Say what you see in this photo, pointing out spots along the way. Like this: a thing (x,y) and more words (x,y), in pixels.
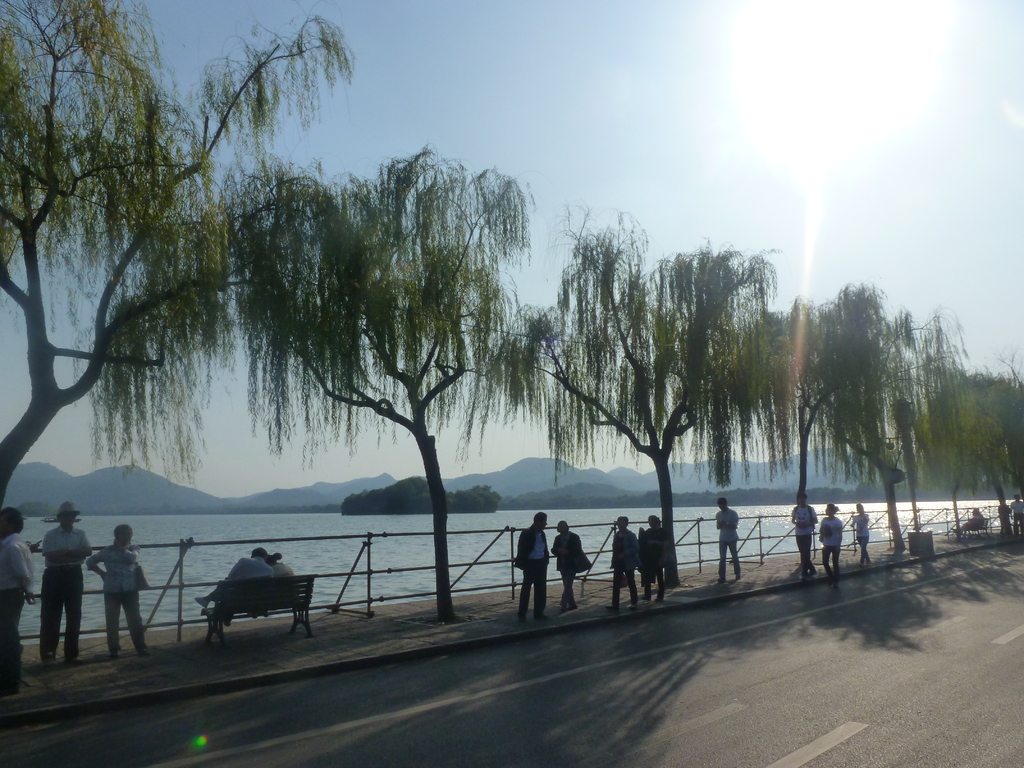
In this image we can see group of persons (569,596) on the footpath (431,615). At the bottom of the image (456,719) there is a road (432,687). In the background (426,496) there are hills (307,490), water (260,515) and sky (483,161).
